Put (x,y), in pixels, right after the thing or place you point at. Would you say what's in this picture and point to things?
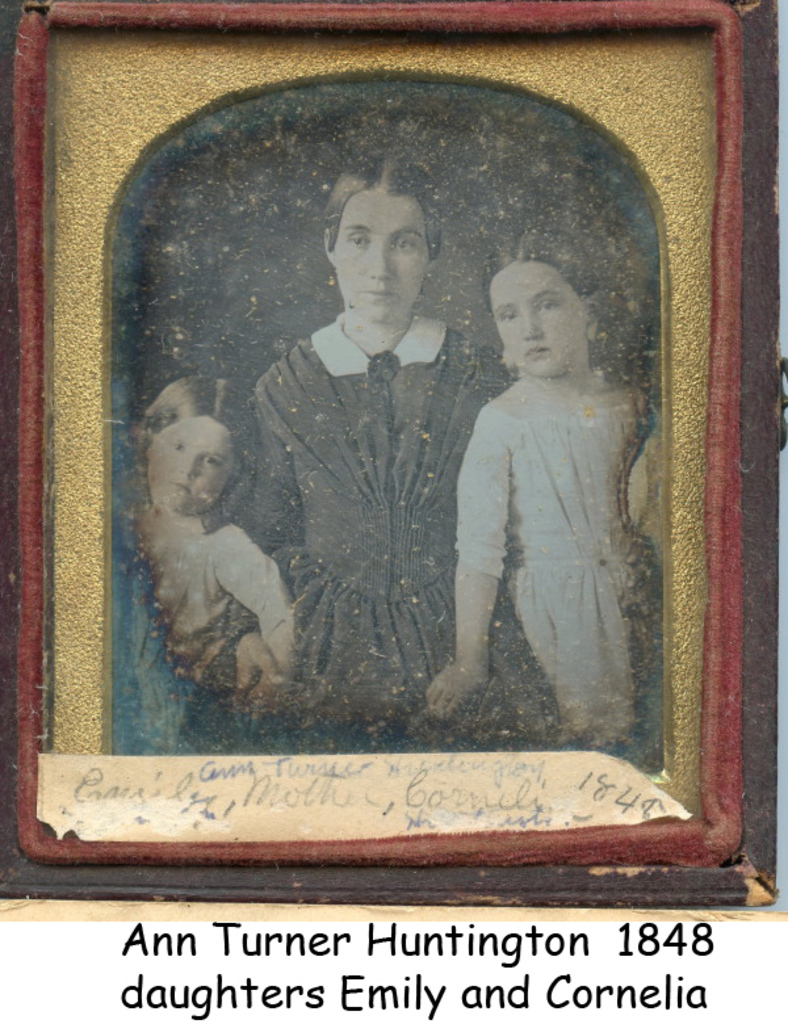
In this picture we can see a frame (261,6). In this frame (269,788), we can see a woman (443,632) and two children (210,388). We can see some text (352,786) at the bottom of the frame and the picture.
